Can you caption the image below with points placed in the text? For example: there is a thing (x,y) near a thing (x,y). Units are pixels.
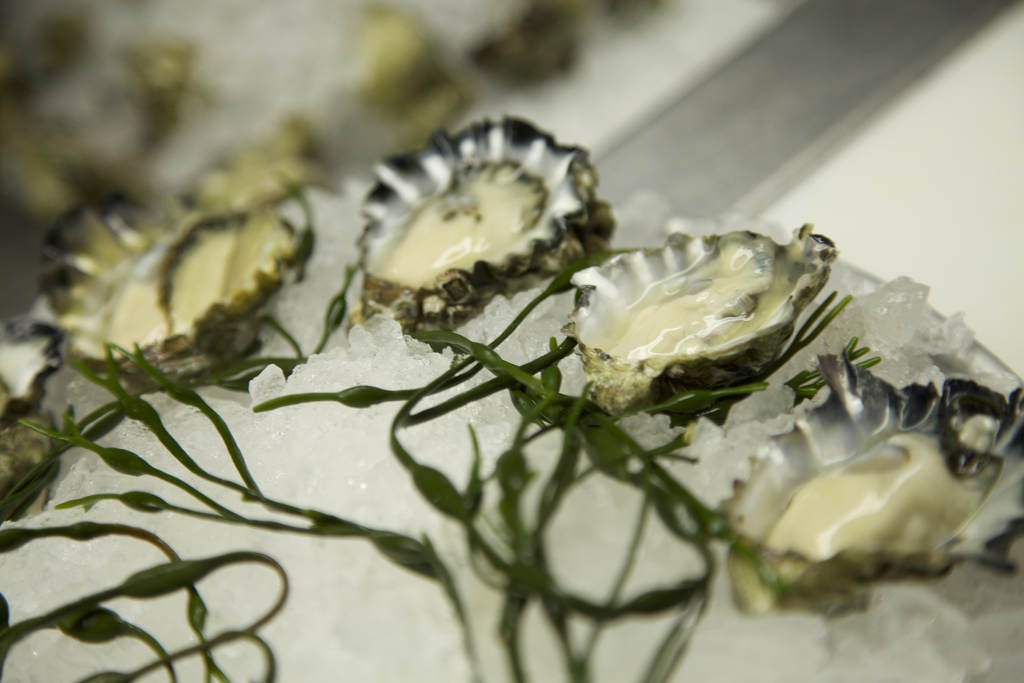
This image consists of oysters (211,295) which is kept on the ice (301,414).
